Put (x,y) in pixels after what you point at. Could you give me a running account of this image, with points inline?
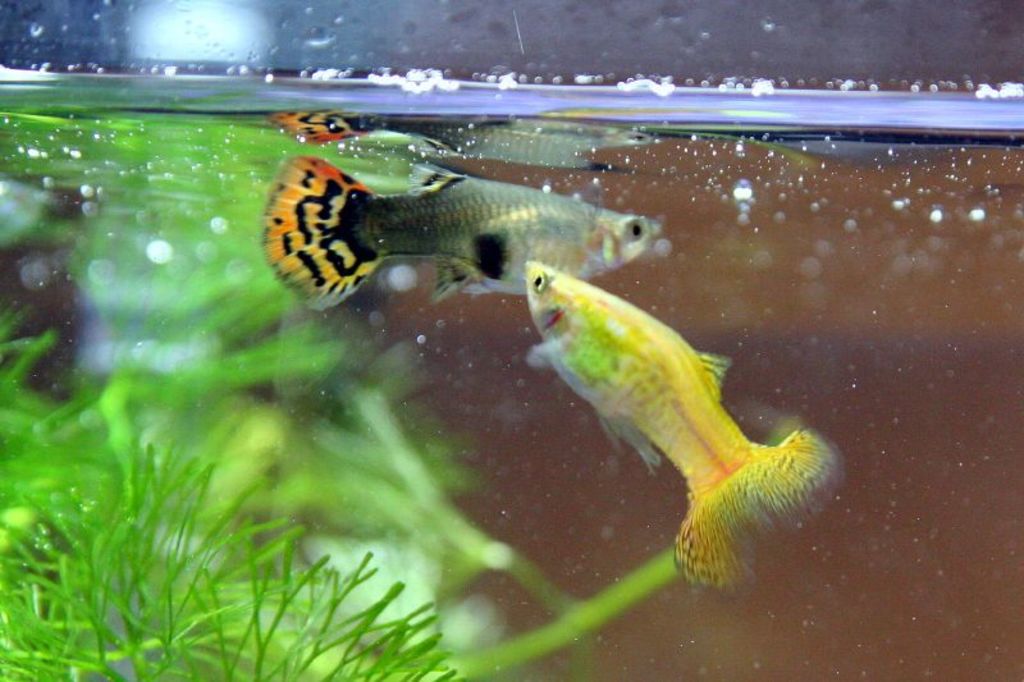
In this image I can see there are two beautiful fishes (641,379) in the water (572,404) in an aquarium (523,509). On the left side (199,457) there are green leaves (250,524).
